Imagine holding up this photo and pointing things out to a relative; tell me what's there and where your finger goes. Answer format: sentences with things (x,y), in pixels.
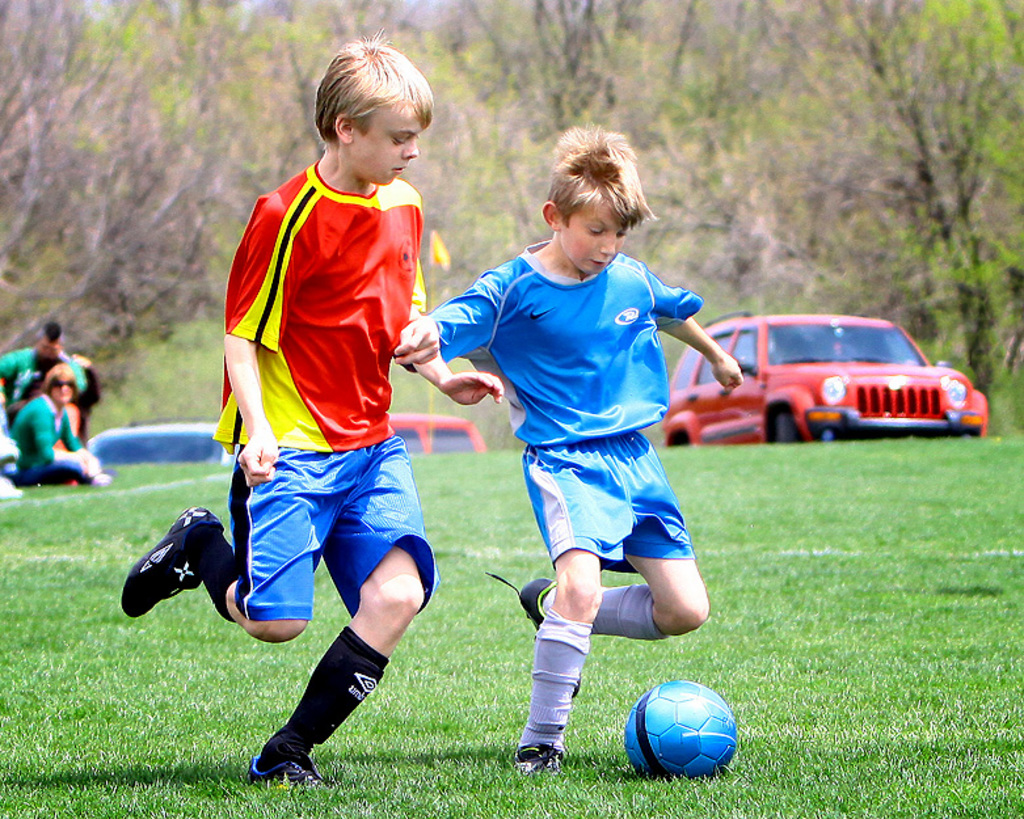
In this image there are two boys (385,382) running on the ground (435,725). In front of them there is a football (685,756). There is grass (110,607) on the ground (856,620). In the background (800,392) there are cars (136,426) parked. Behind the cars (793,345) there are trees (758,58). To the left (66,368) there are a few people (64,414) sitting on the ground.
